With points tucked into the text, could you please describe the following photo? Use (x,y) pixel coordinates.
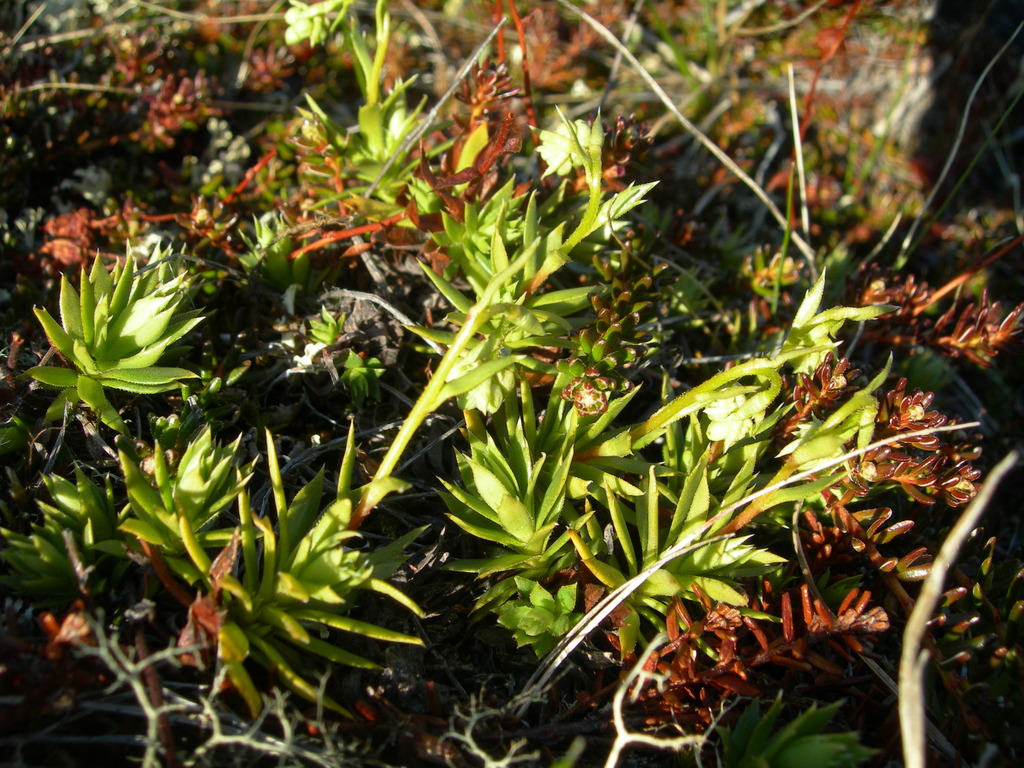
In this picture I can see plants (183,434) and few leaves (303,497).
